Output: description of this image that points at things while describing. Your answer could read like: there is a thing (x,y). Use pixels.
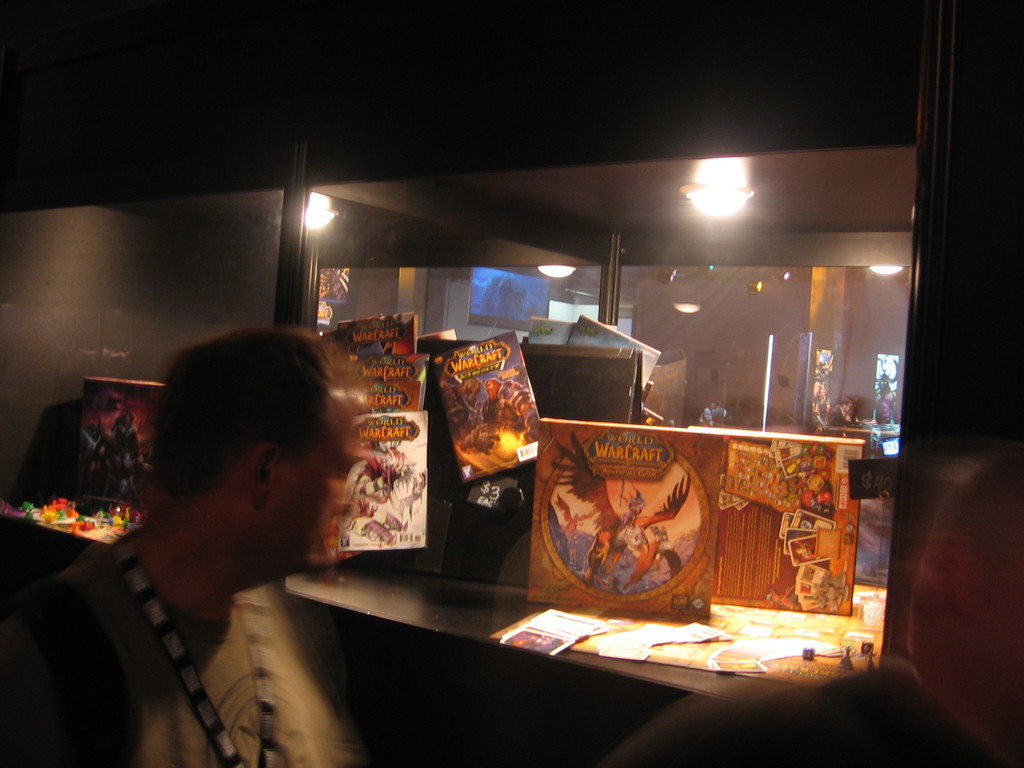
This is a blur picture, at the left side (143,602) there is a man (143,604) standing and there are some pictures (417,380) and there is a light (701,200).
